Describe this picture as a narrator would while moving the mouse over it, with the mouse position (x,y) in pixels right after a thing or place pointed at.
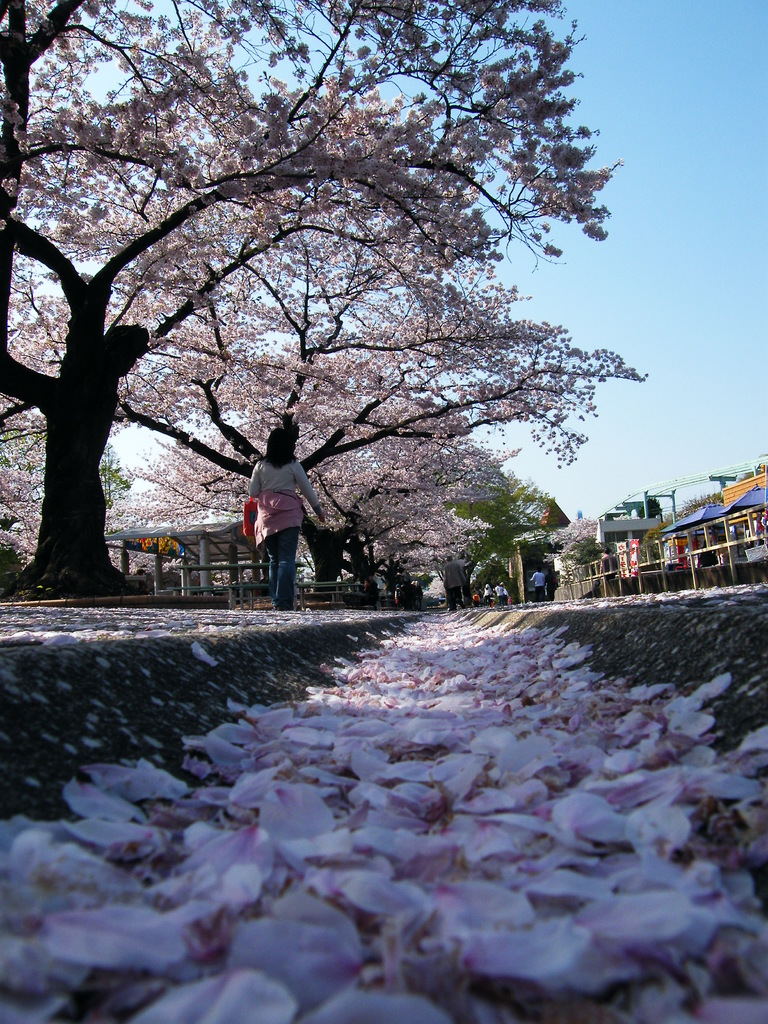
In this image I can see flowers (244,732) in white and pink color, background (561,473) I can see a person (287,566) walking, trees (369,566) in green color, buildings (745,520) in white and yellow color and the sky (592,322) is in blue and white color.
